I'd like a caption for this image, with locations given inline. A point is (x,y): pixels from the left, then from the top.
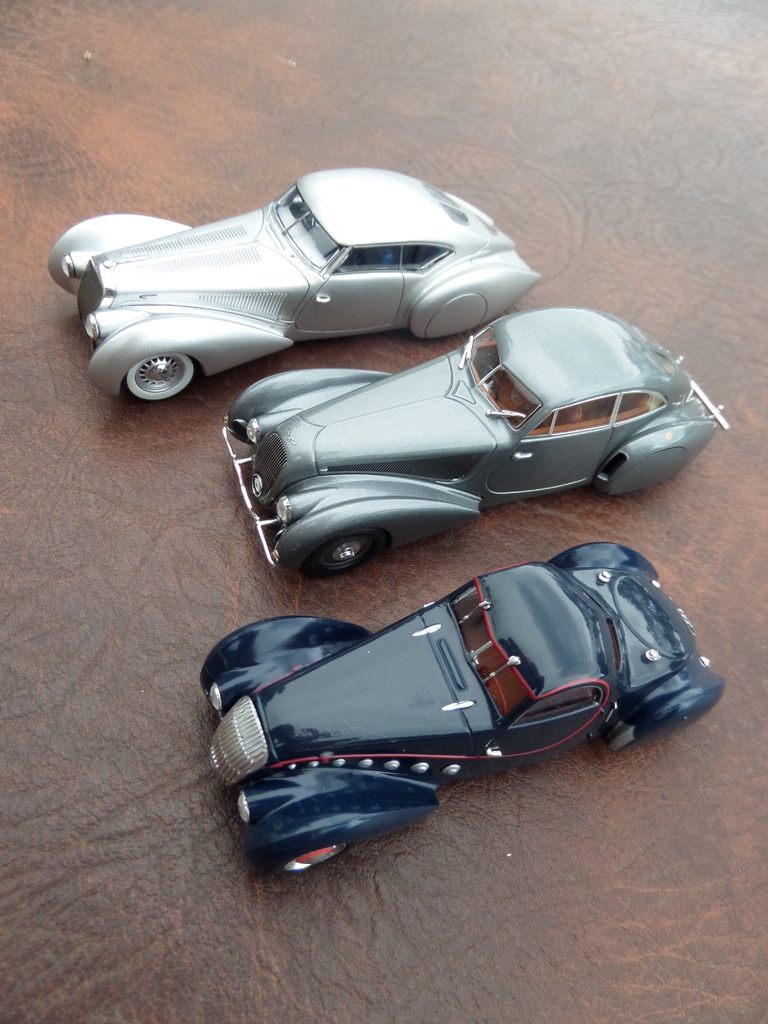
In this picture we can see three toy cars (345,400) in the middle (312,360), it looks like a leather surface (487,934) at the bottom (199,945).
